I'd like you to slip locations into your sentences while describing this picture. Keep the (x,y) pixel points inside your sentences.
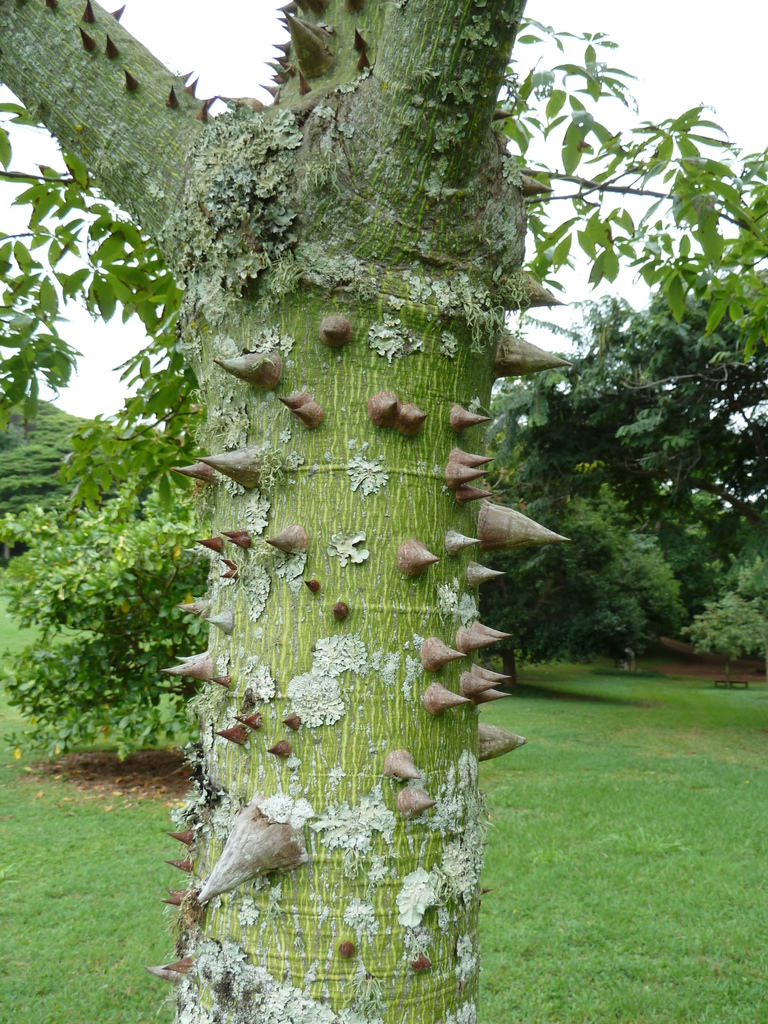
In this image we can see the tree trunk (380,561) with thorns (298,850). In the background of the image (48,810) there are trees (695,424), grass (684,745) and the sky (151,365).
